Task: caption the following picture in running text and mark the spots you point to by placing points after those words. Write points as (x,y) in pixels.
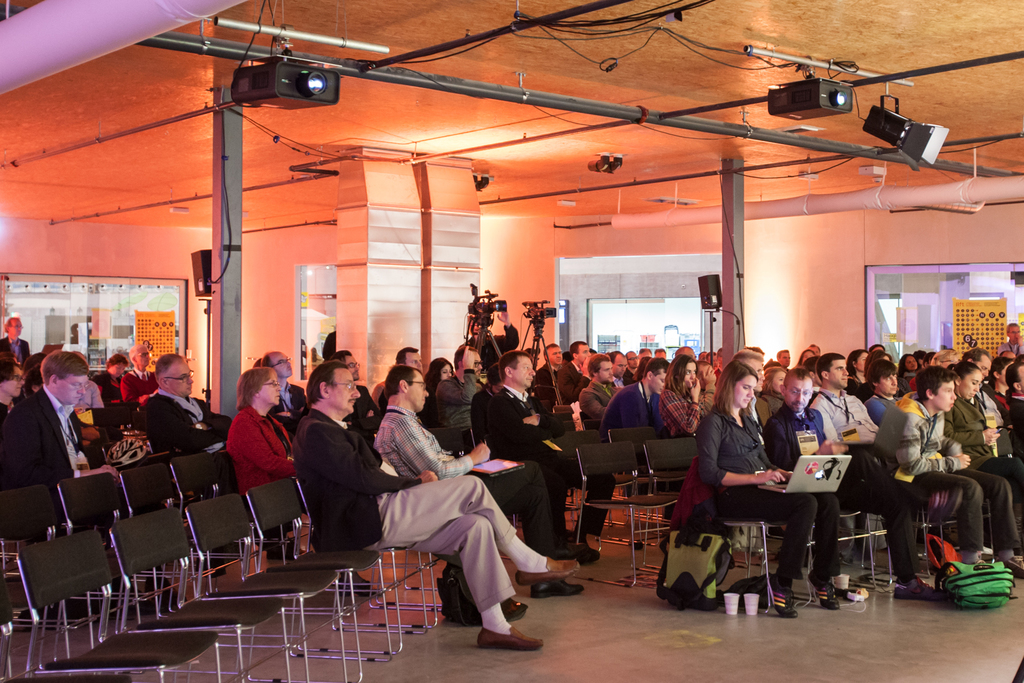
In this image there are people (938,482) sitting on the chairs (423,571). At the bottom of the image (976,580) there are cups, bags (963,587) on the floor (946,636). In the background of the image (628,322) there are cameras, glass doors (614,321). There is a wall (809,269). There are projectors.
